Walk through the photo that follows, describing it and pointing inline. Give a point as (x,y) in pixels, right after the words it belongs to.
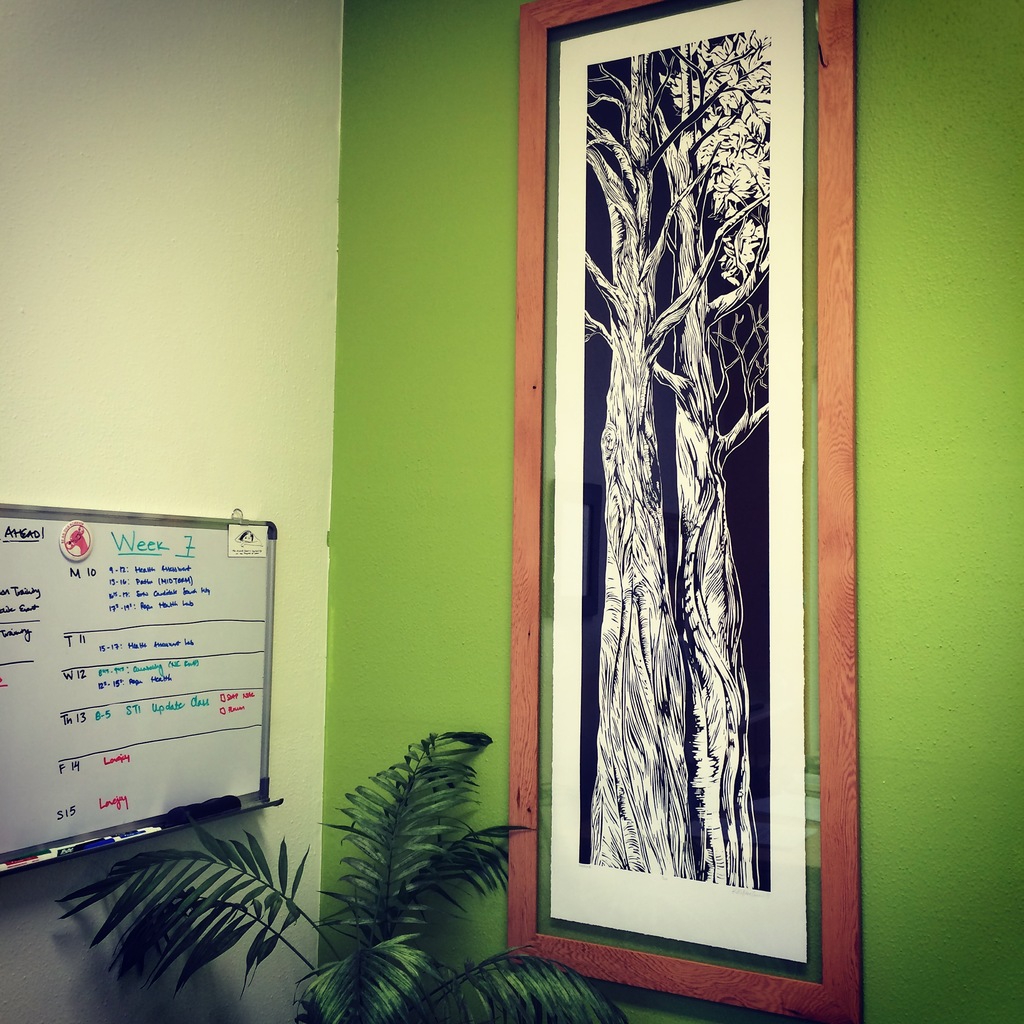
In the center of the image (449,610) there is a wall (187,128) and one plant (281,878). On the wall (308,367), we can see one frame (712,536) and a board (55,549). On the board (271,801), we can see some text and some objects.
